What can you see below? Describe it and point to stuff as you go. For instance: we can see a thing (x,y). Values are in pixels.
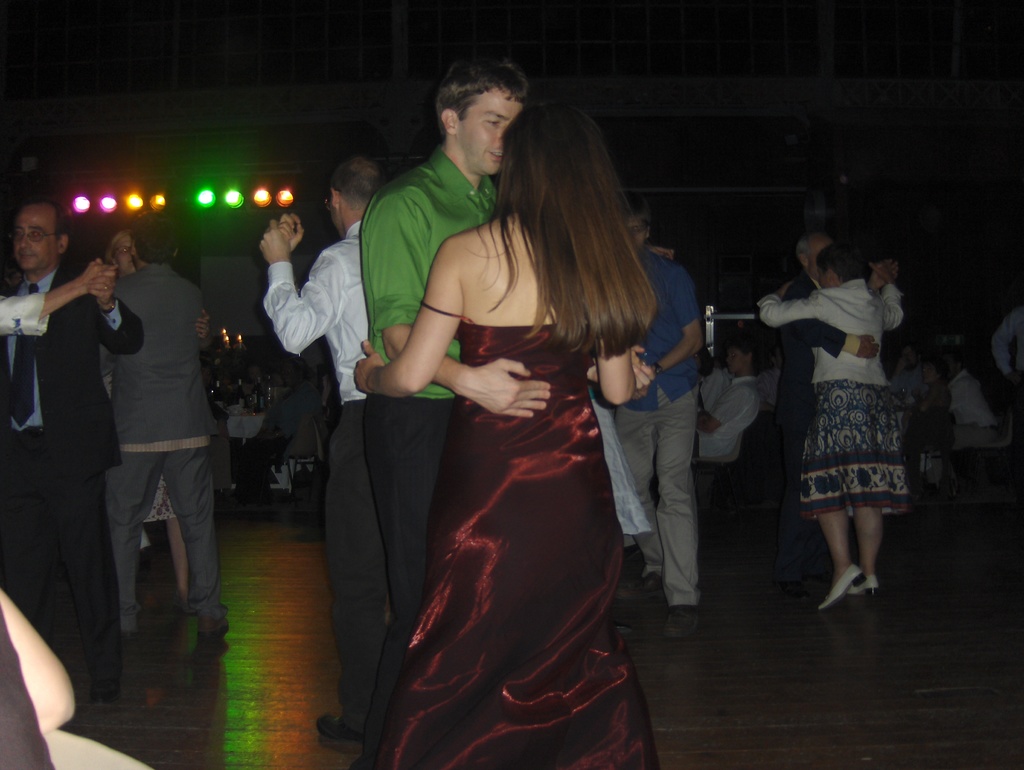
In the image there are couples (272,322) dancing on the floor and behind them there are tables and lights (111,208).
